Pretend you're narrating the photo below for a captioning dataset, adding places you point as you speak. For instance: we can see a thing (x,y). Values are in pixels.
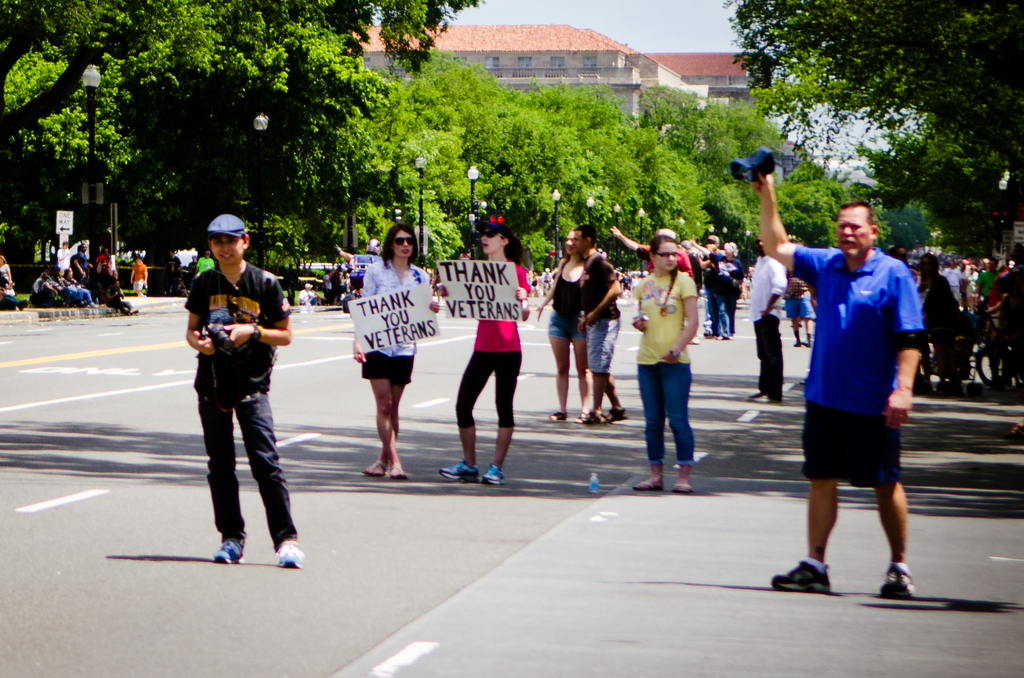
In this image we can see these people (502,320) holding placards (512,293) and these people (656,308) are walking on the road (397,554). In the background (25,177), we can see light poles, trees (368,173), building (449,49) and the sky (643,5).
